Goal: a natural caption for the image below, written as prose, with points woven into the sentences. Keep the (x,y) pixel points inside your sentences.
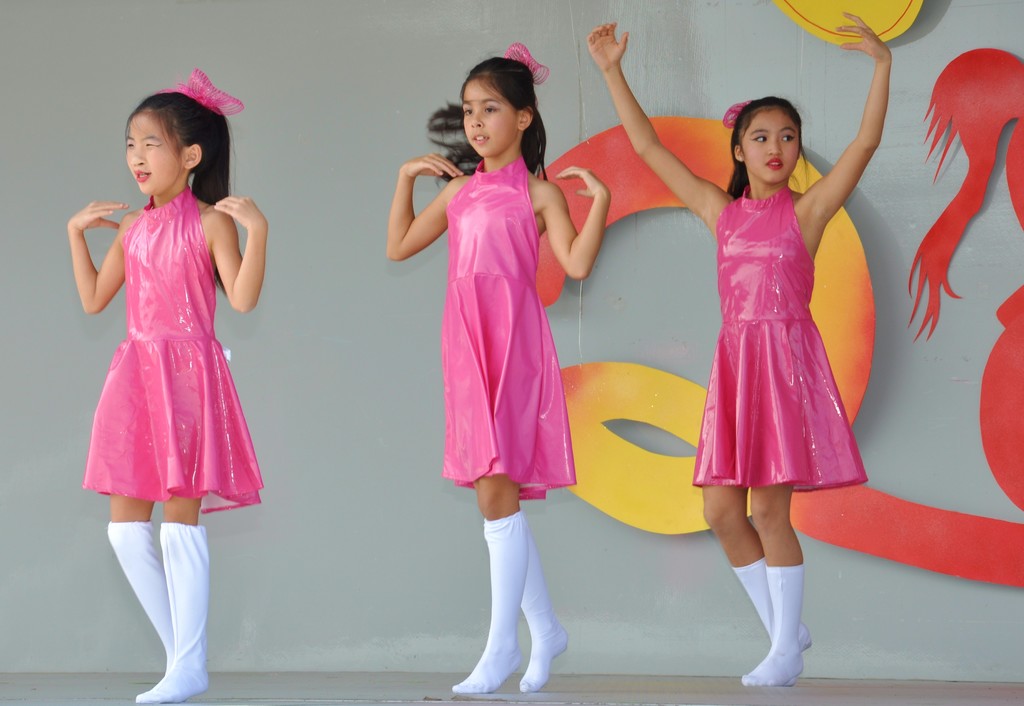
In this picture there are girls (493,137) in the center of the image (526,301), it seems to be they are dancing and there is a painting (976,161) in the background area of the image (805,184).
